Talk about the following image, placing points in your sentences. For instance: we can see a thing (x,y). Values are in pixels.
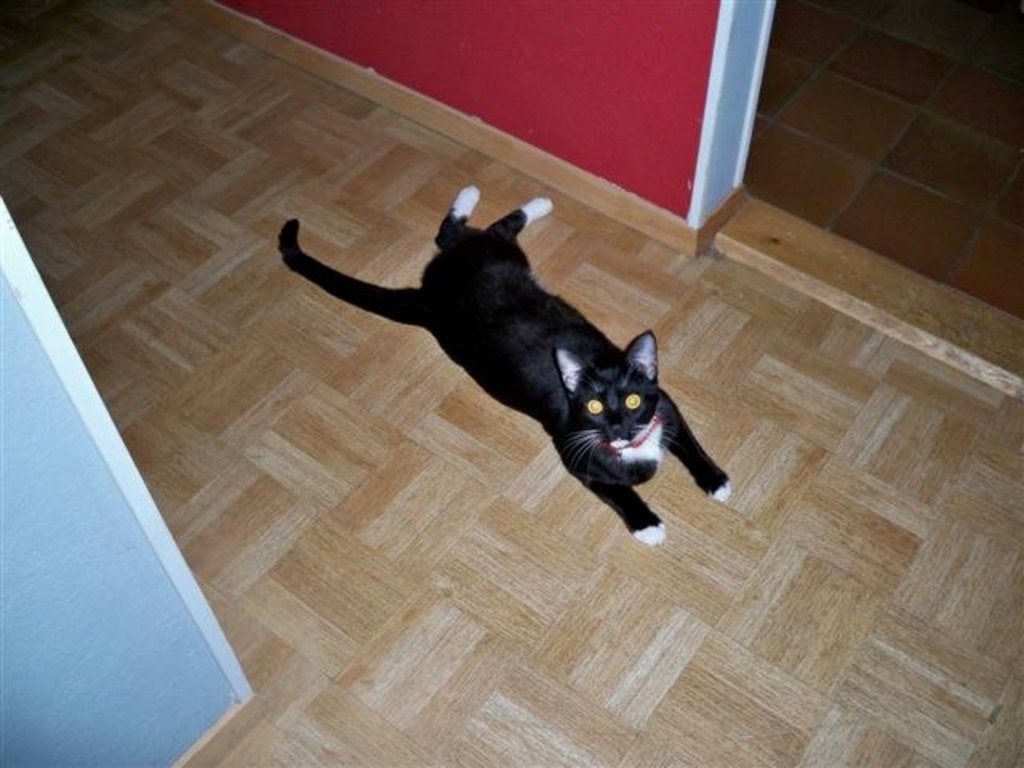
In this image I can see the white and black color cat (642,406) lying on the brown surface (798,565). I can see red, blue and white color wall (153,591).
